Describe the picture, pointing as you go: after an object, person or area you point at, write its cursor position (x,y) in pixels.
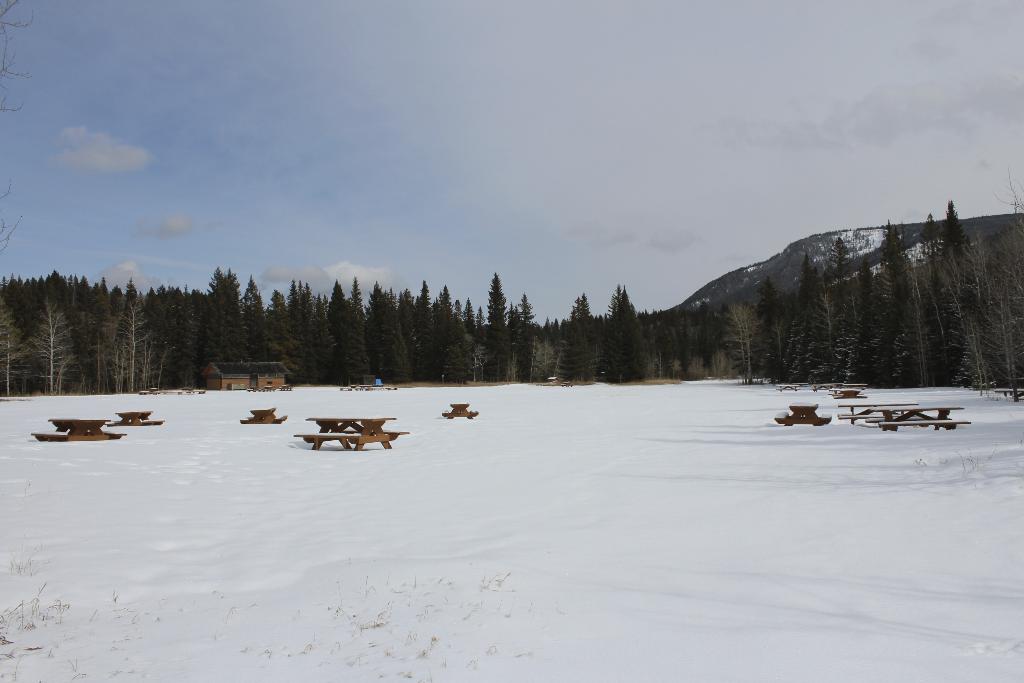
This image consists of benches (891,424) in the middle (364,426). There are trees (597,367) in the middle (465,341). There is sky (498,159) at the top (406,177). There is ice (717,434) in this image.
